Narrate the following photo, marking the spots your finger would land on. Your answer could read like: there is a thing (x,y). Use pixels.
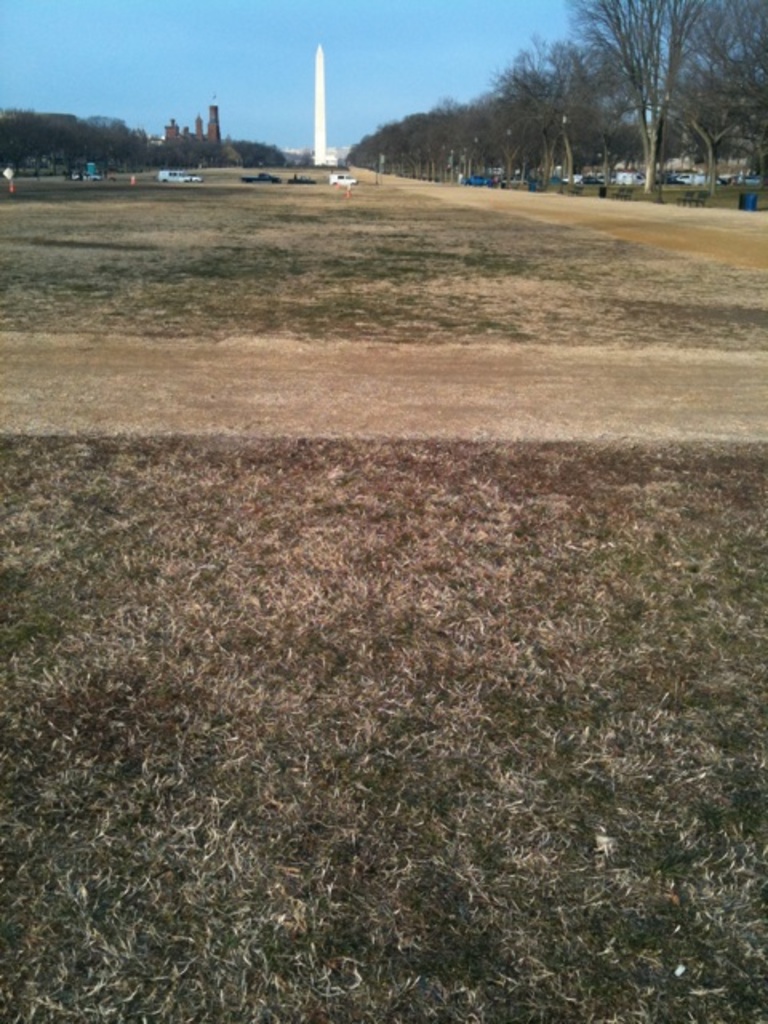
In this image we can see one white tower (322,122), some buildings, some vehicles (342,177) on the ground (668,194), some benches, some objects (92,163) on the ground (97,194), two boards (6,173) with poles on the ground (439,190), some trees (402,170), some grass (345,201) on the ground (142,184) and at the top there is the sky (252,22).
